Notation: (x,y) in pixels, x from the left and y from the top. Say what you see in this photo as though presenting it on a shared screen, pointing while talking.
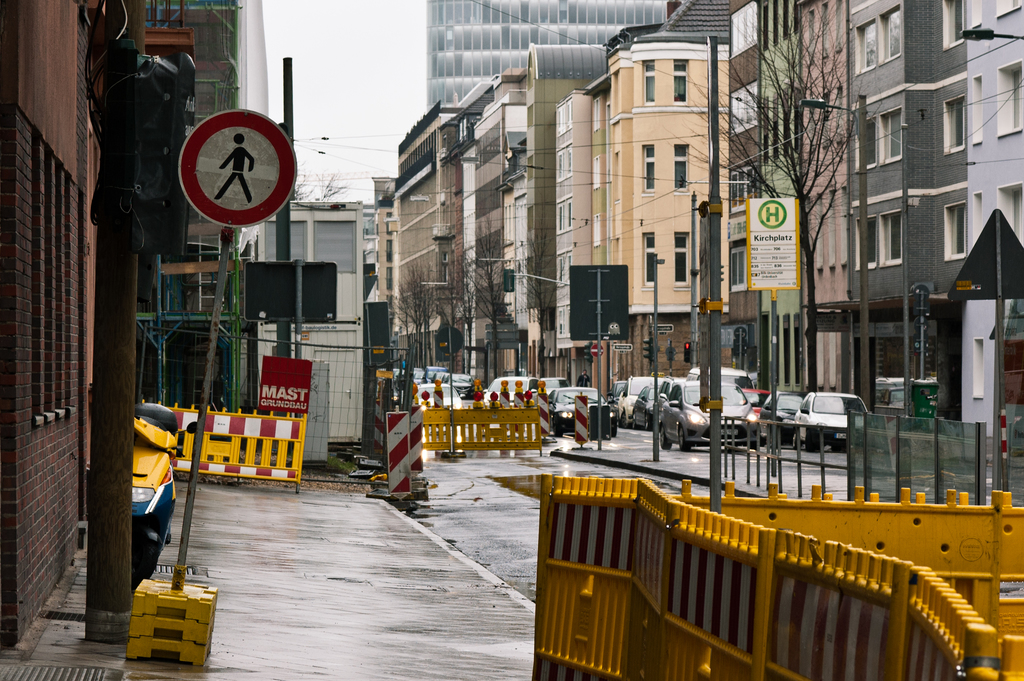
In this image we can see some vehicles (693,442) on the road (767,446). On the left side (110,523) we can see a pillar (123,295), wall (71,507), a sign board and a motorbike (159,537) parked on the footpath (304,588). We can also see some buildings (637,228) with windows (653,235), trees (809,284), board (757,270), divider poles (545,433), fence (520,420), wires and the sky (350,79).
